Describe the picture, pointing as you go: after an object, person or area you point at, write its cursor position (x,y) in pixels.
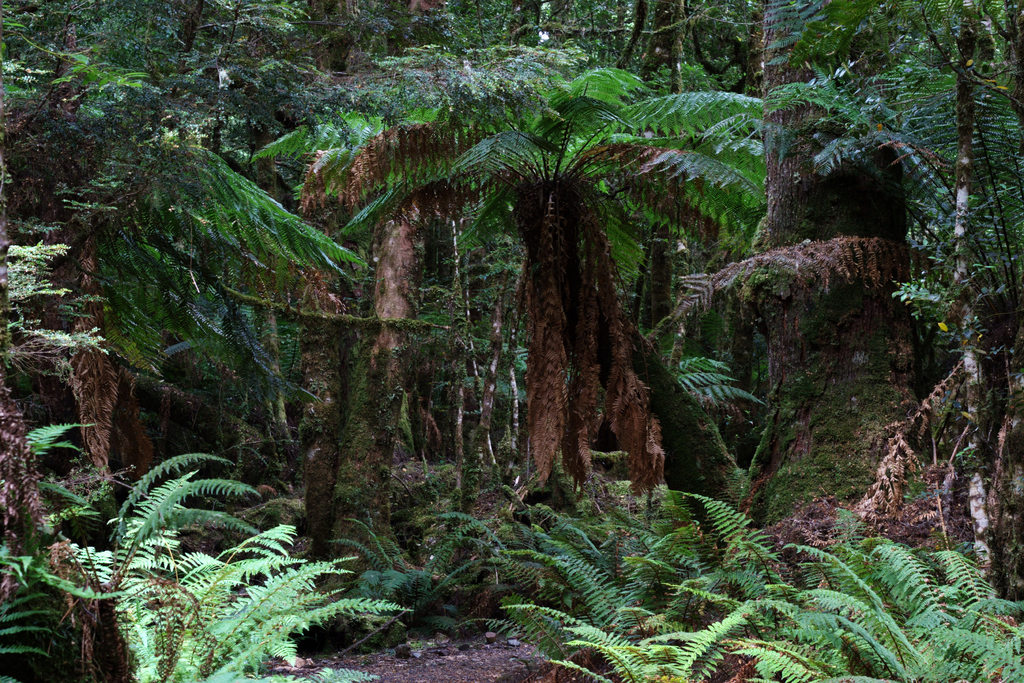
This picture is clicked outside. In the foreground (754,591) we can see the plants (815,627). In the background (899,268) we can see the trees (630,212) and some other objects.
